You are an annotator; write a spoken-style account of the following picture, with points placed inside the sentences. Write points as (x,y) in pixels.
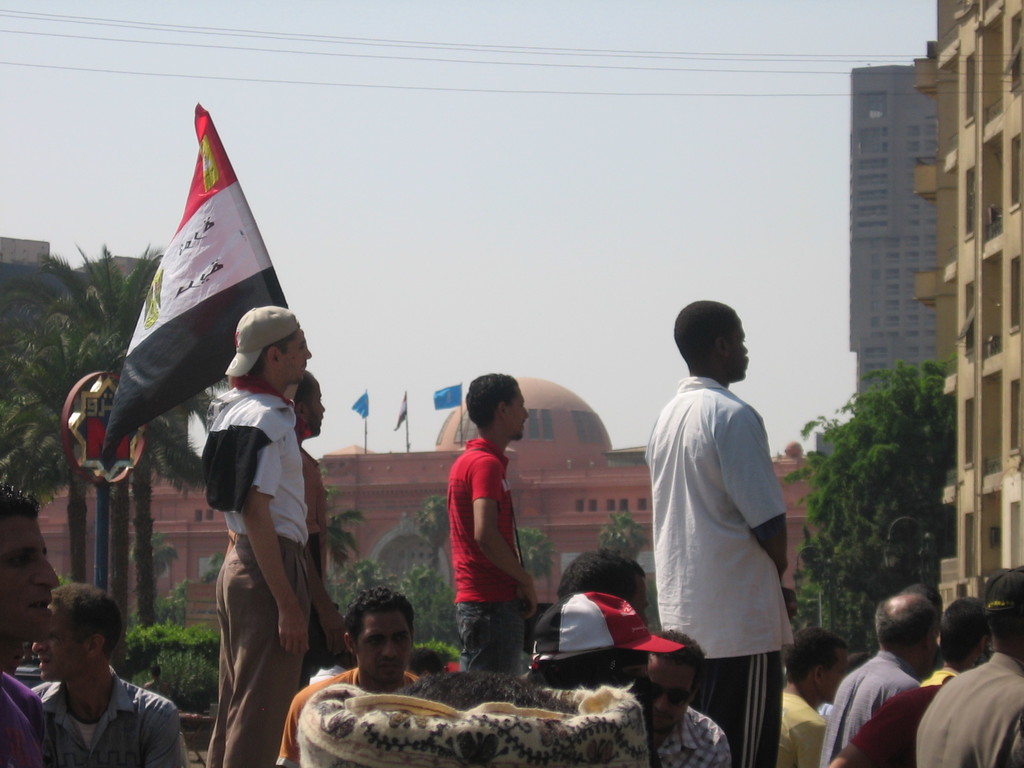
Here men (711,622) are standing, these are buildings (167,495) and trees (79,563), this is flag (233,284) and a sky (542,258).
